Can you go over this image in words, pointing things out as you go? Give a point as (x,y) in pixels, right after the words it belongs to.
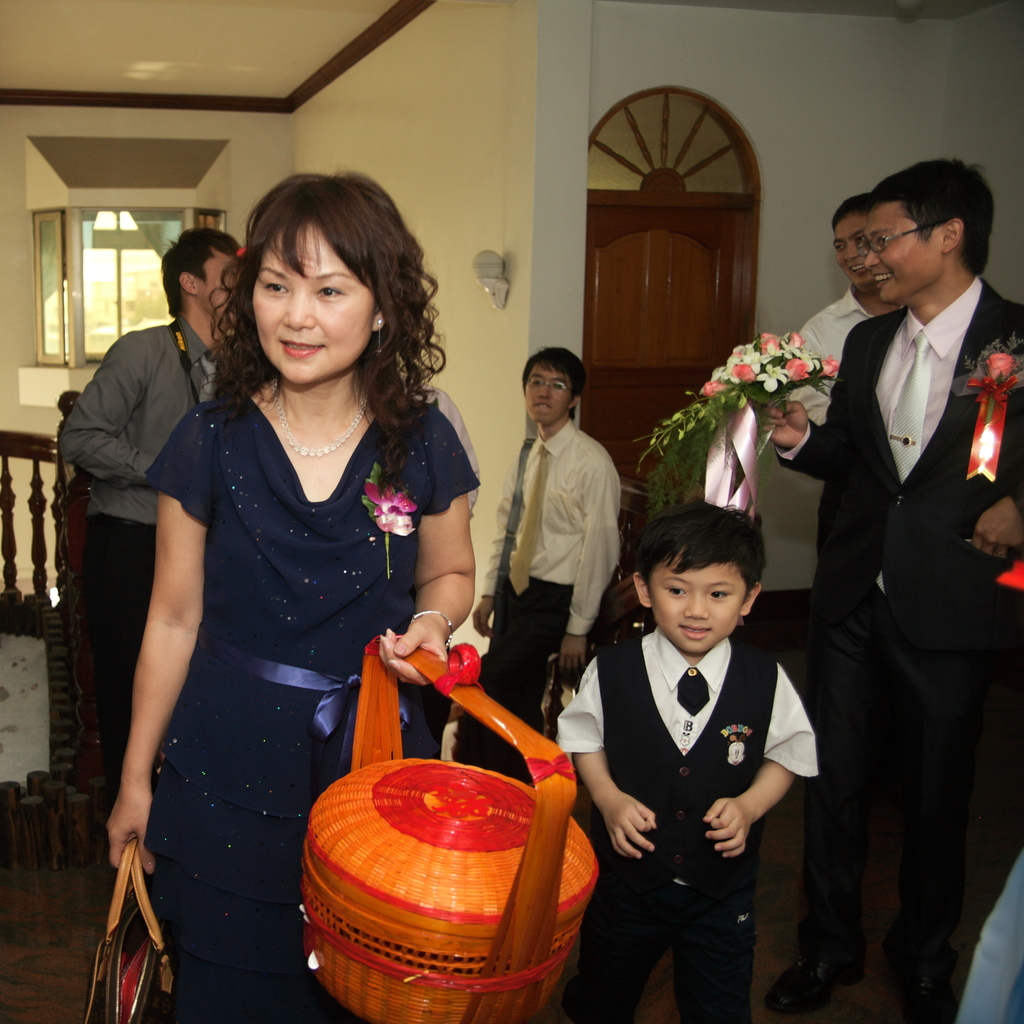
In this image there is a woman (409,712) holding a basket (387,677) in her hand (399,673), beside them there is a kid (610,705) and then there are a few people (835,410) standing, and one of them is holding a bouquet (704,416) in his hand (795,416), behind them there is a wooden fence (33,444), windows (73,312), doors (606,301) and lamps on the wall (439,156).
